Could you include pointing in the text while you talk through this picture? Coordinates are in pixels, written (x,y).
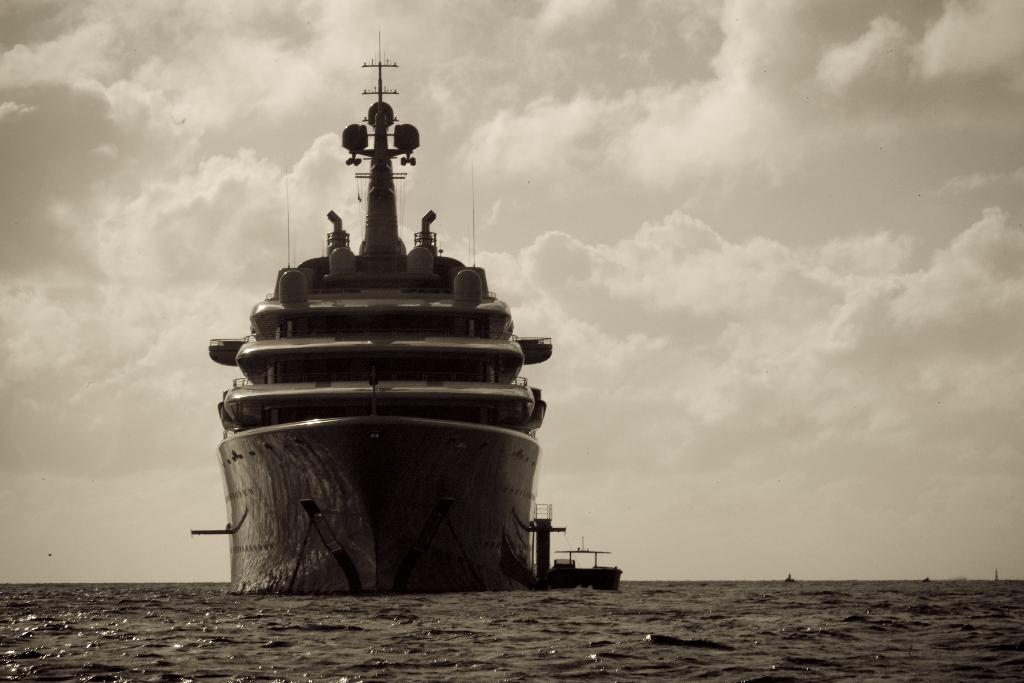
In this image, I can see a ship (392,521) and a boat (600,576) on the water (498,609). In the background (173,486), there is the sky (538,57).
